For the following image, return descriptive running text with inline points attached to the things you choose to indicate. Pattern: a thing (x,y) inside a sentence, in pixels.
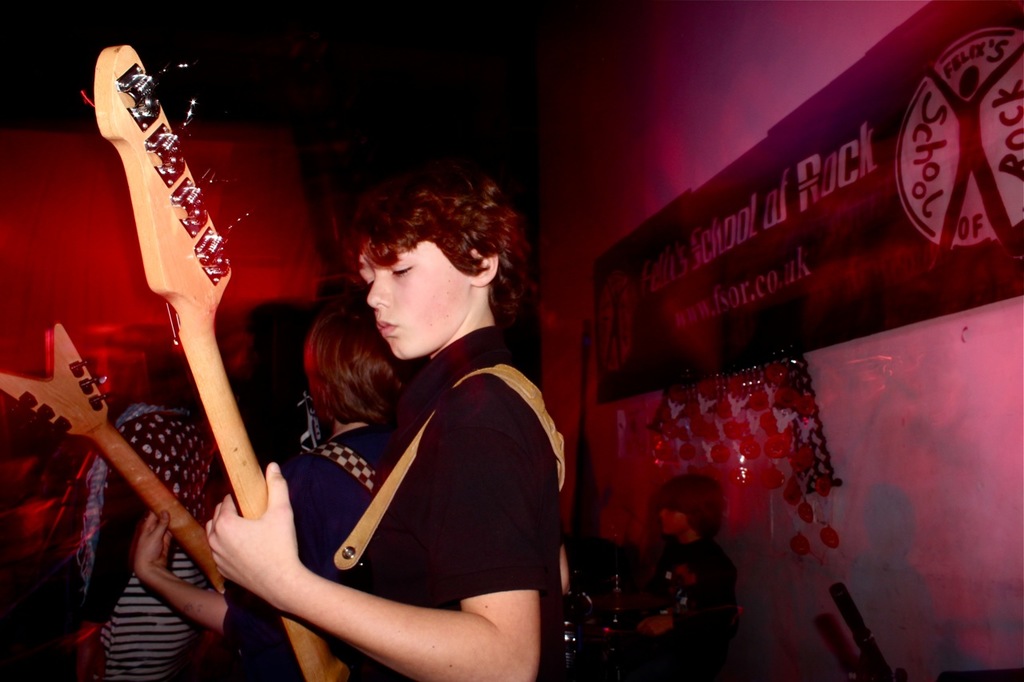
In this image there are group of people (162,556) who are standing and they are playing guitars (122,456). On the right side (855,383) there is a wall (582,197) on that wall (606,235) here is one board (641,235), beside that board (642,289) there is one boy (672,598) who is sitting.
